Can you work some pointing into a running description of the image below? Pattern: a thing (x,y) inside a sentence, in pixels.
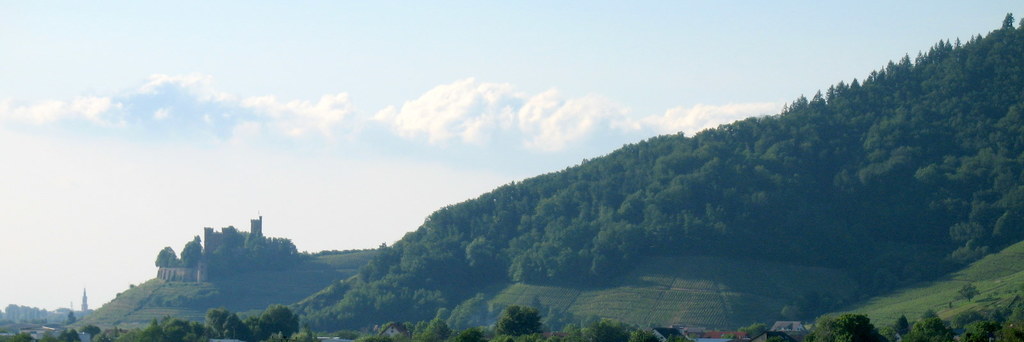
In this image I can see trees (540,254) and mountains (571,259). At the top (501,75) I can see clouds (492,96) in the sky (569,22). I can see a building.
